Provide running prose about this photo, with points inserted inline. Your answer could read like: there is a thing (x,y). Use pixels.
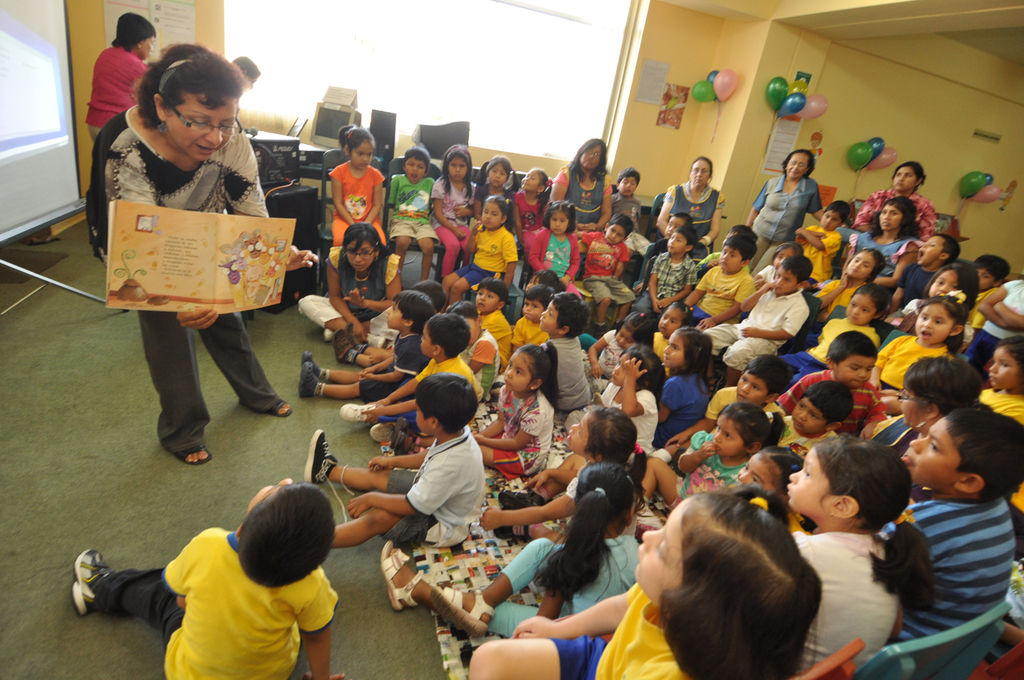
In this picture we can see the inside view of a building (222,416). Inside the building (295,386), some people (142,156) are standing, some people (413,488) are sitting on the floor (370,633) and some kids (422,261) are sitting on chairs (327,200). A woman (168,192) is holding a book (180,222). Behind the woman (170,205) there is a projector screen (53,118), monitors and some objects (266,145). Behind the people (578,310) there is a window (468,84) and there are balloons (814,102) and posters (677,91) on the wall (830,92).
